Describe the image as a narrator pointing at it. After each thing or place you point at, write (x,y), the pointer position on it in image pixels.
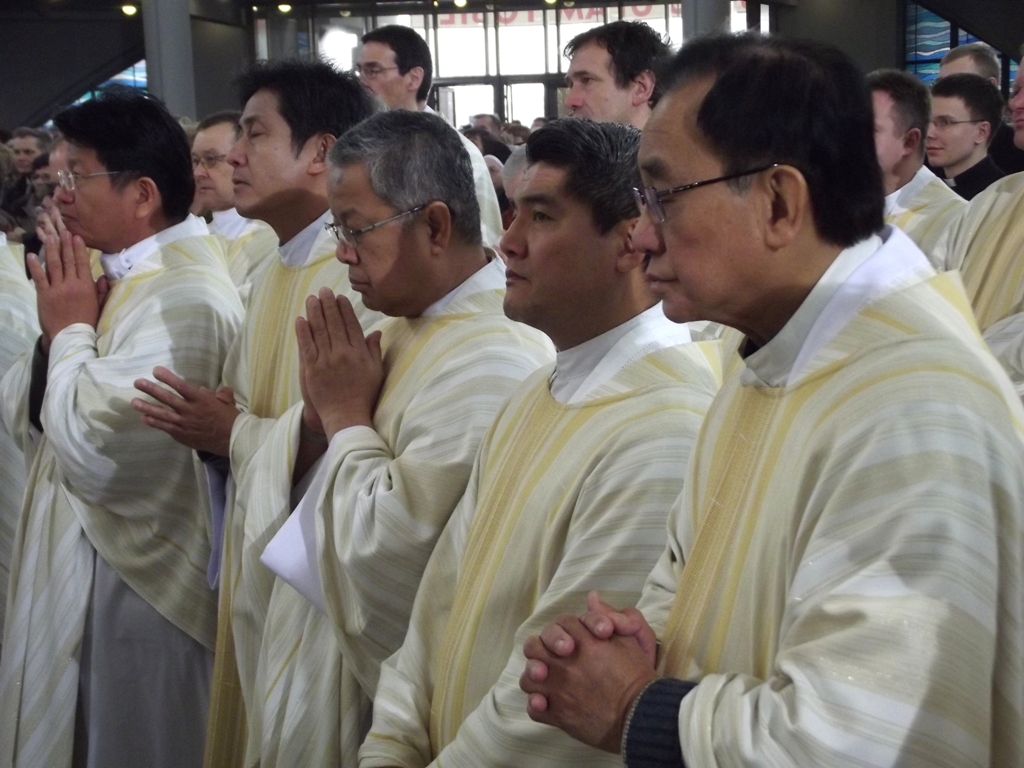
In this image there are a group of people (361,77) in white dress (706,546) doing prayer beside them there is a glass wall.
